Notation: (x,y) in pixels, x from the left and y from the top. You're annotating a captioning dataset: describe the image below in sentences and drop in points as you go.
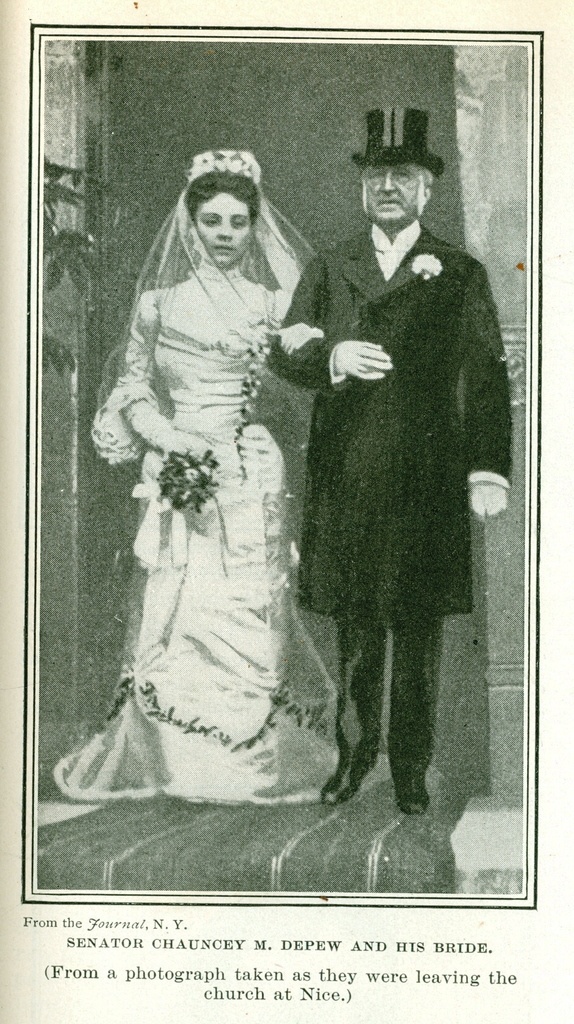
This image consists of a poster (329,723) with an image (239,393) of a man (374,383) and a woman (210,393) and there is a text (287,965) on it.
